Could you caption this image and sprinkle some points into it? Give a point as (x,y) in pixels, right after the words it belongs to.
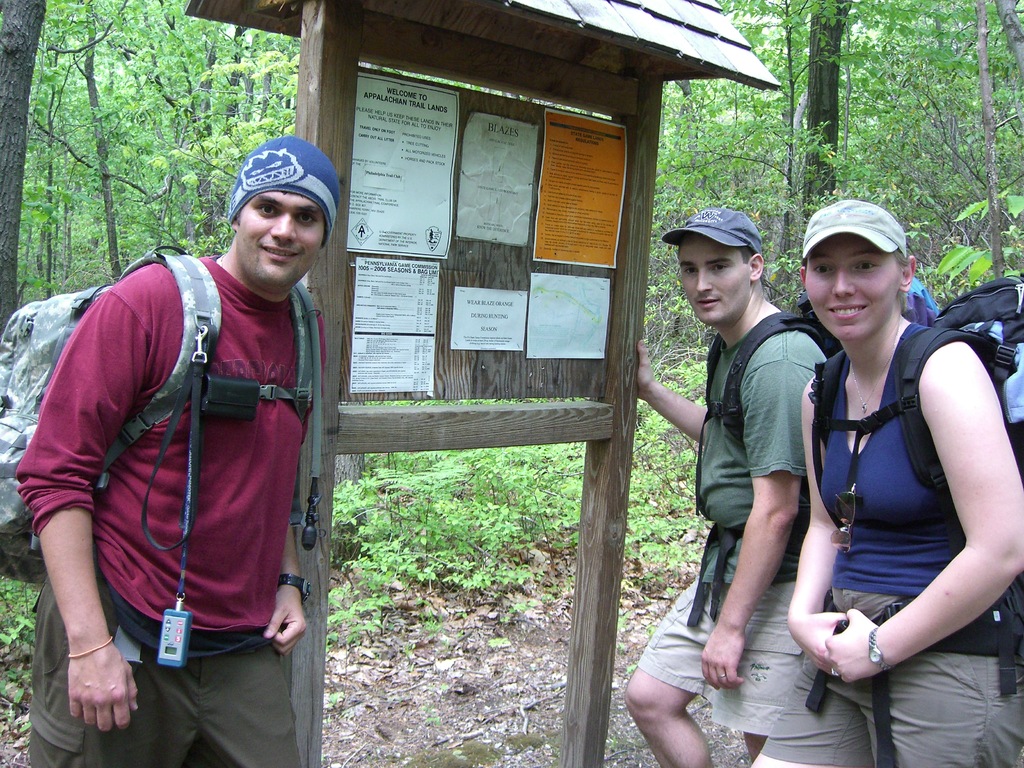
In this image we can see three people (683,397) standing beside a wooden board (538,372). We can also see some papers (389,355) with some text (494,328) which are pasted on the board (448,367). On the backside (499,502) we can see the bark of the trees (38,281), some plants (490,490) and a group of trees (776,280).
